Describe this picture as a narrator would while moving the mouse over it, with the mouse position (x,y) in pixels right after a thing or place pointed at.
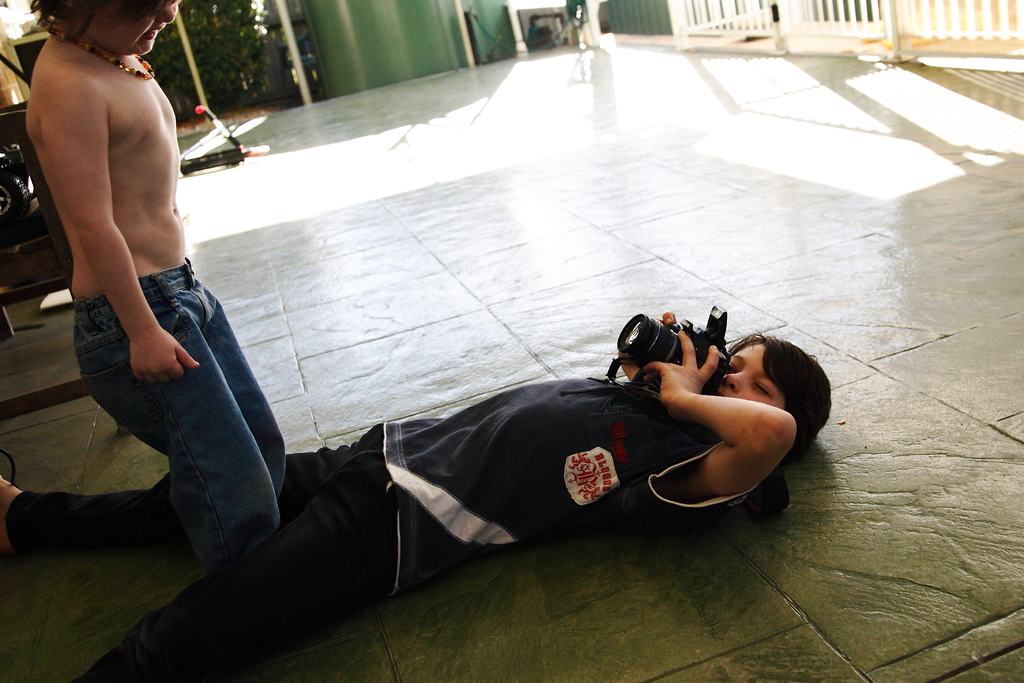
In this image I can see two persons (192,478) where one is lying on the ground (887,369) and holding a camera (653,327) and one is standing on the left side (184,322). In the background (249,155) I can see few black colour things (192,162), railing (982,6) and a tree (192,86).
